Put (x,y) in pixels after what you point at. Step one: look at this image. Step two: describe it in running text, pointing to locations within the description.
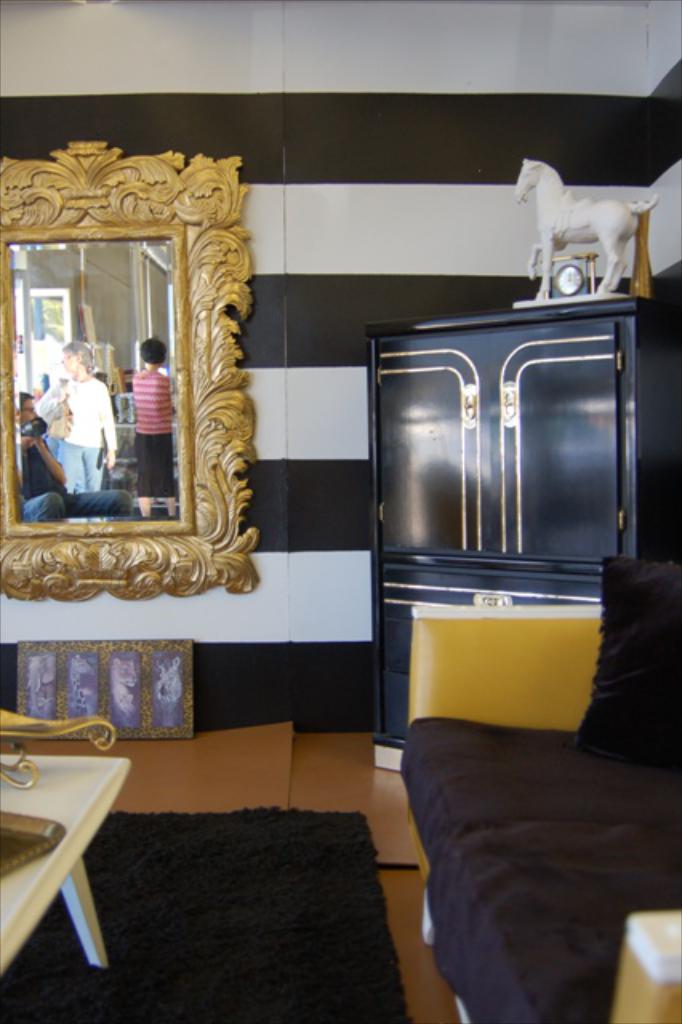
In this image I can see a sofa (434,928) and a table (88,910). I can see a cupboard (673,356). There is a toy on the cupboard (531,328). I can see a mirror (169,408). At the bottom (291,856) there is a carpet (252,875).
